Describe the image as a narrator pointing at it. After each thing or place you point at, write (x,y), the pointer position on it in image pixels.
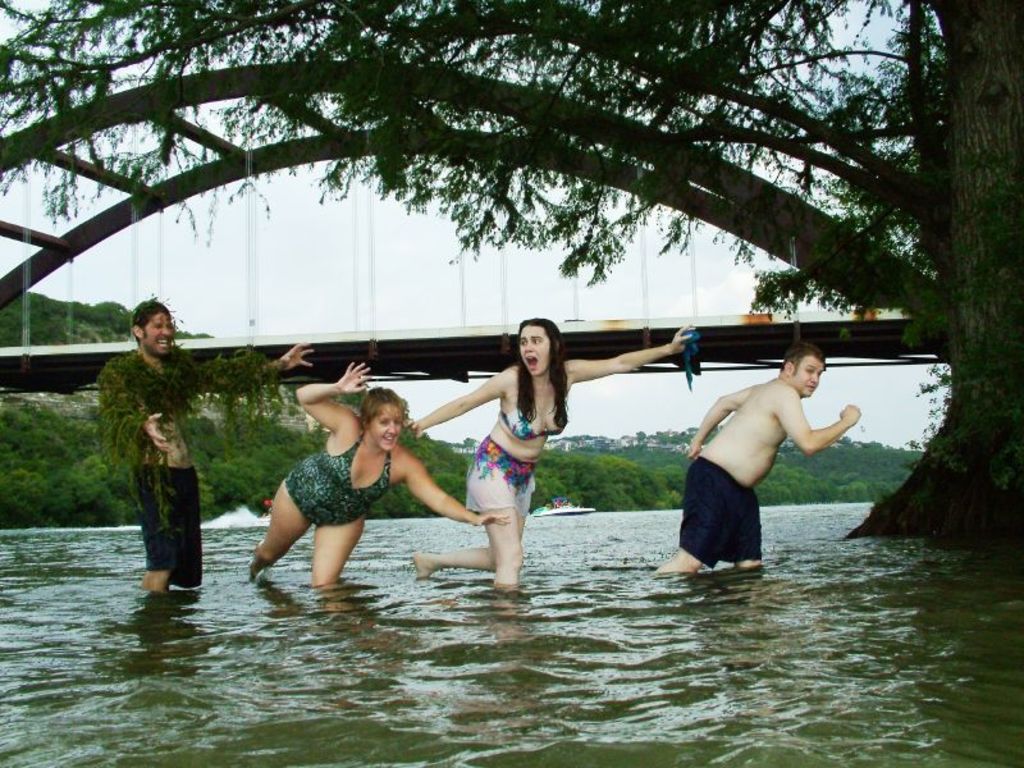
In the image there are four persons (496,498) standing in the water (361,598). Behind them there is a bridge (775,336). And on the right side of the image (949,232) there is a tree (949,232). Behind the bridge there are trees (676,476) and also there are buildings (655,444).
